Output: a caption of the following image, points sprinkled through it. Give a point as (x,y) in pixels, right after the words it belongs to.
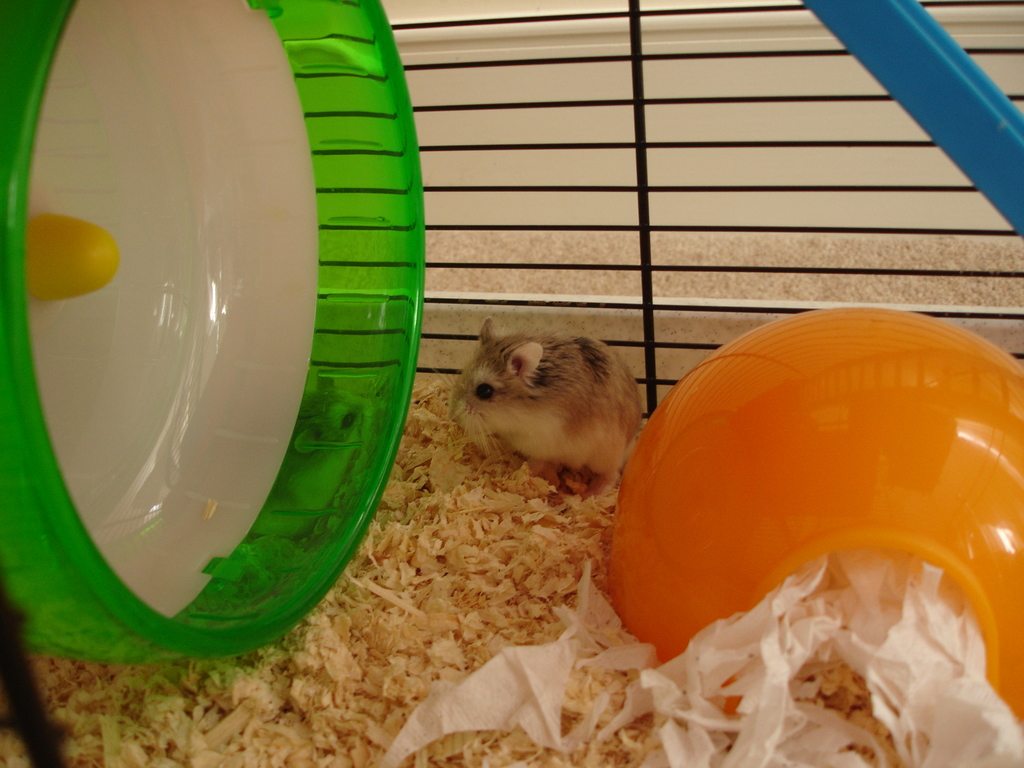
In this image there is a hamster (510,451) on the cream color scattered surface (426,555). On the left (190,641) there is a green and white combination object (252,520) and on the right (933,407) there is an orange color object (940,418) and inside that there are papers (751,682). In the background (650,351) there is black color fence (755,96). There is also a blue color object (911,112) at the top right corner (948,102).
